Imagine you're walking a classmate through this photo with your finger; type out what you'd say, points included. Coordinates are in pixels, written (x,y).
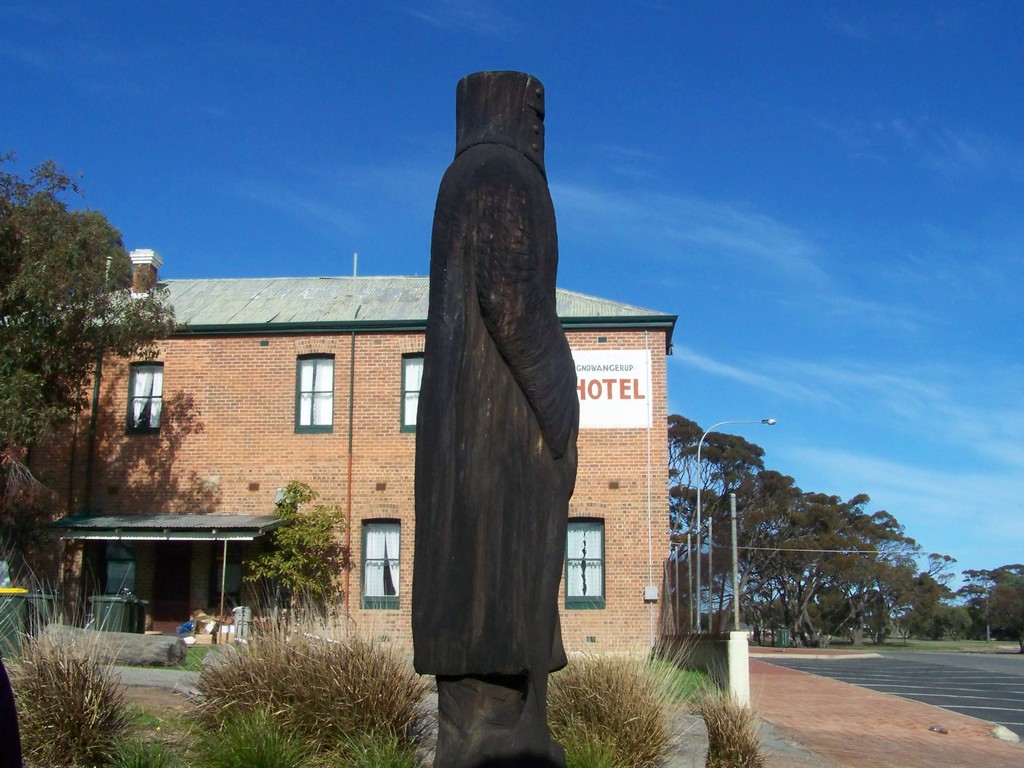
In this picture I can see a statue of a person (491,582), there is grass (260,659), plants (69,663), trees (675,487), a house (581,348), board (607,353), poles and some other items (165,642), and in the background (783,323) there is sky (735,207).
